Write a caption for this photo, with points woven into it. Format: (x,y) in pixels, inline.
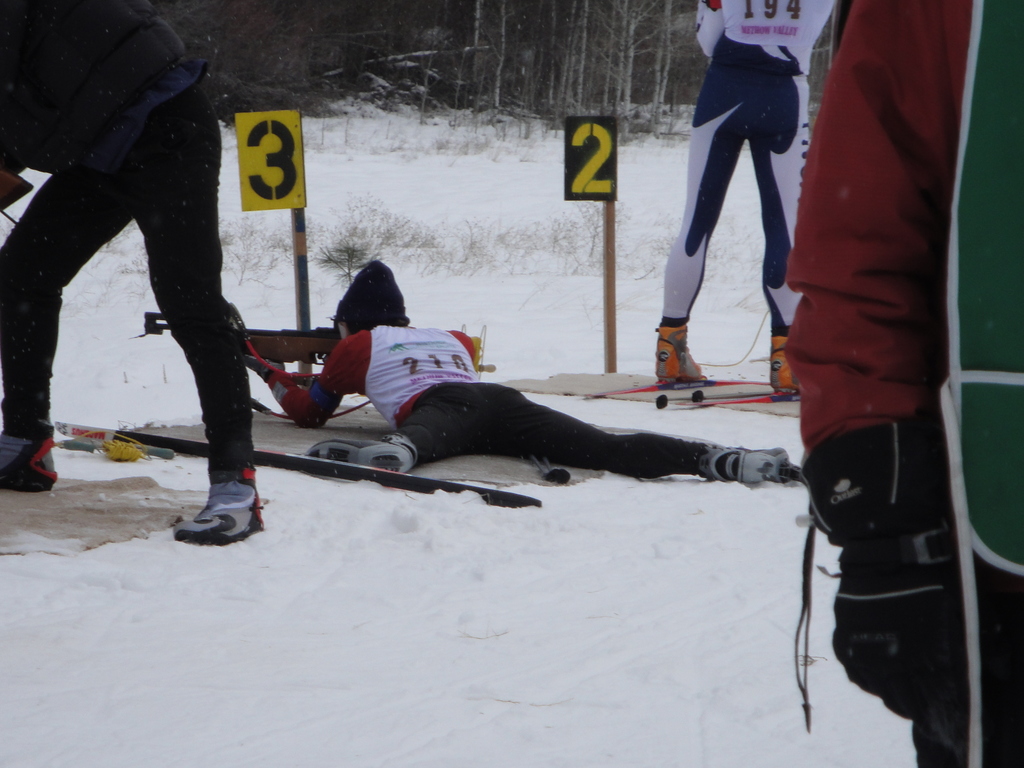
In the foreground of the picture (386,465) there are people (17,356). In the center (416,401) there is a man (352,354) shooting. On the right (750,126) there is a person (718,85) standing. On the left (97,177) there is another standing. In the picture there are hoardings (577,151), plants (458,247) and snow (391,184). In the background (432,52) there are trees (547,90).
